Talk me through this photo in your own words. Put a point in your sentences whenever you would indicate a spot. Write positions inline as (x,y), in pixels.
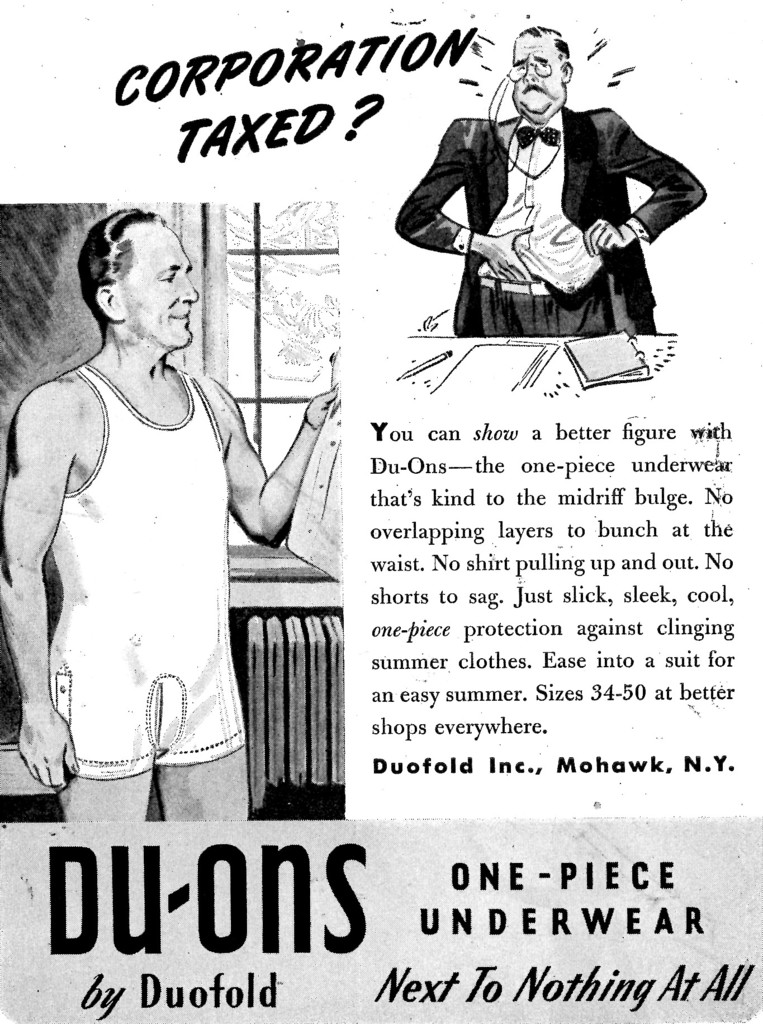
In this picture I can see a poster (329,545) with some text (412,591) and I can see couple of cartoon images of men (207,530).
